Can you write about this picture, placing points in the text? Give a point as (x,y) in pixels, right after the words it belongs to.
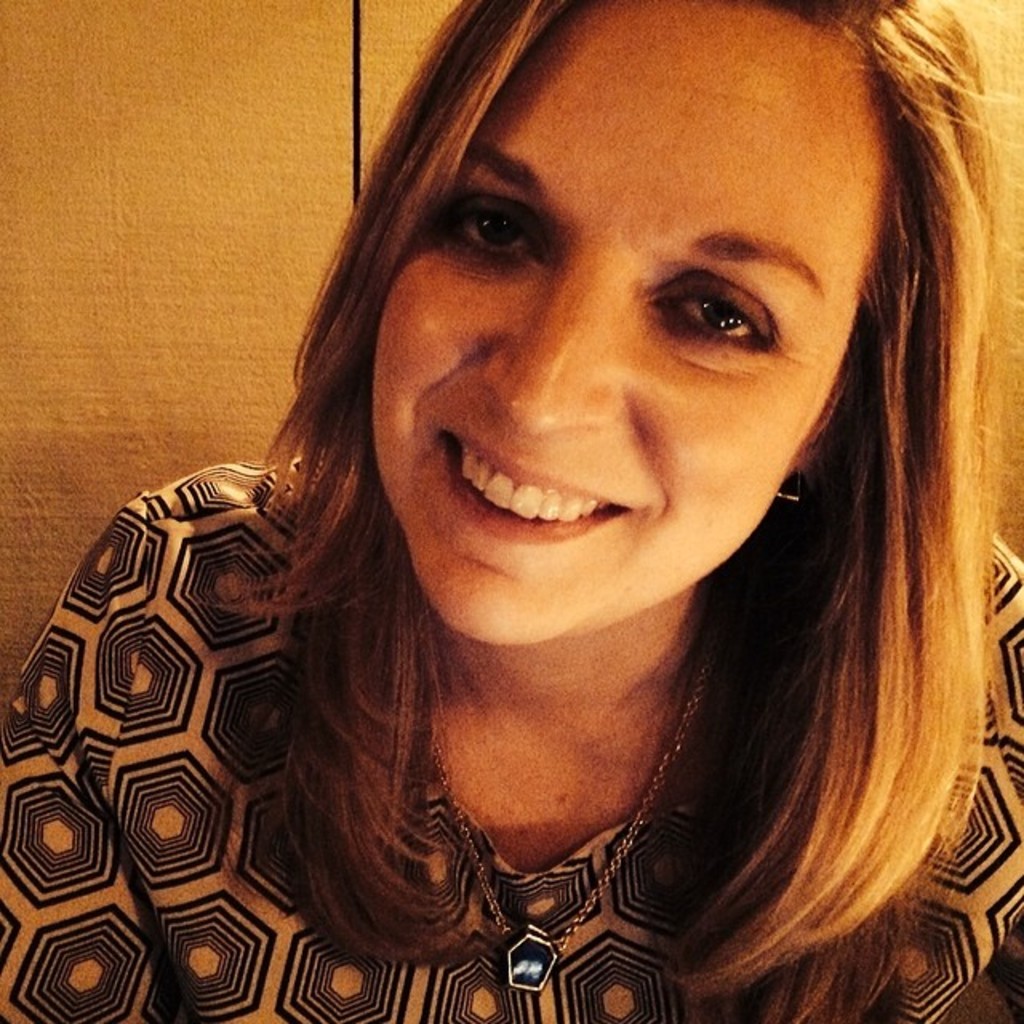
There is a woman (563,531), wearing a chain (543,954), smiling and sitting, near a wall (227,223).
